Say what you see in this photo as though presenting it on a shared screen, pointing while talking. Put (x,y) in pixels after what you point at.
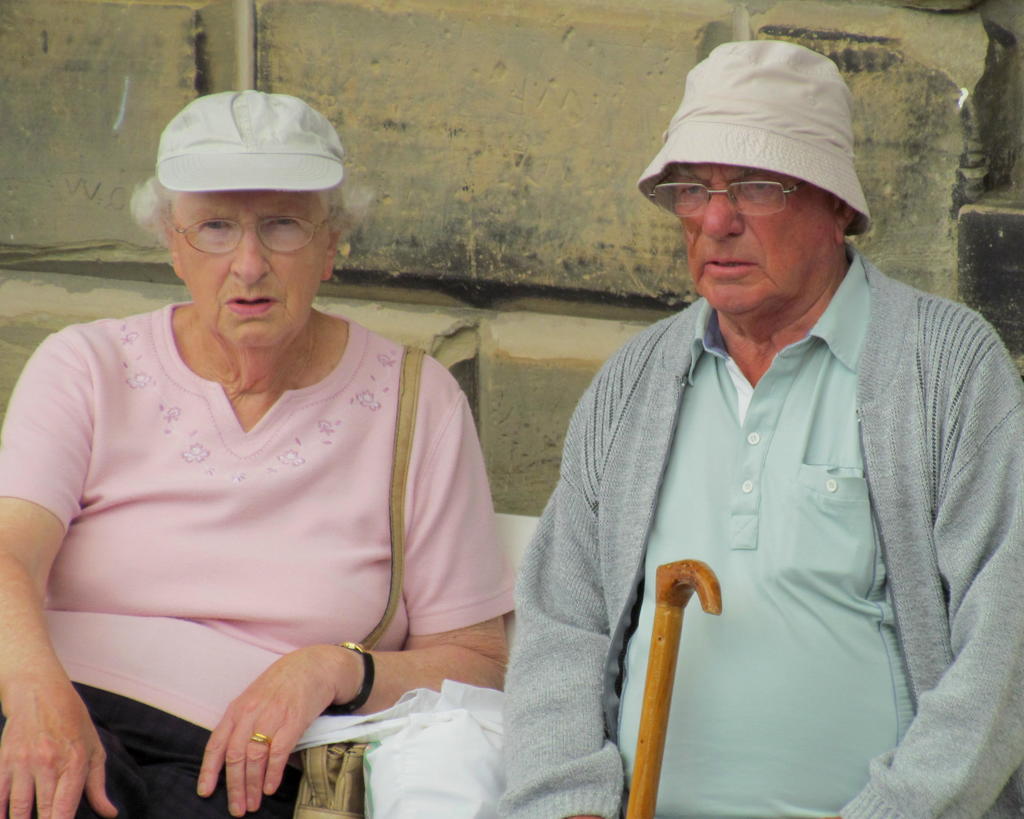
In this picture we can see a man (611,412) and woman (336,696), beside them we can see baggage (338,784) and he is holding a stick (672,616).
